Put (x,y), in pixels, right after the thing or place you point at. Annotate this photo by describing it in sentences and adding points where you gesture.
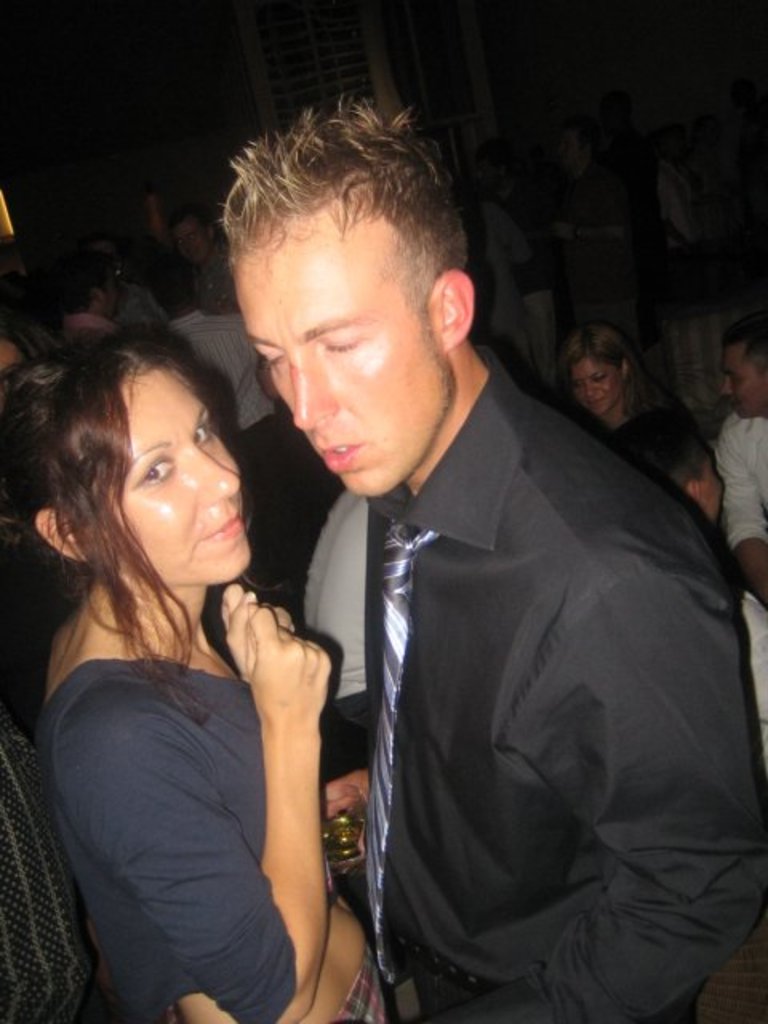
In this picture I can see a man (385,552) and a woman (215,690) standing in front (54,669) and I see that, the woman (138,652) is wearing blue color dress (183,713) and the man (609,616) is wearing black color shirt (451,608) and a tie (403,532). In the background (188,267) I can see few people (262,364) and I see that this image is a bit in dark.
